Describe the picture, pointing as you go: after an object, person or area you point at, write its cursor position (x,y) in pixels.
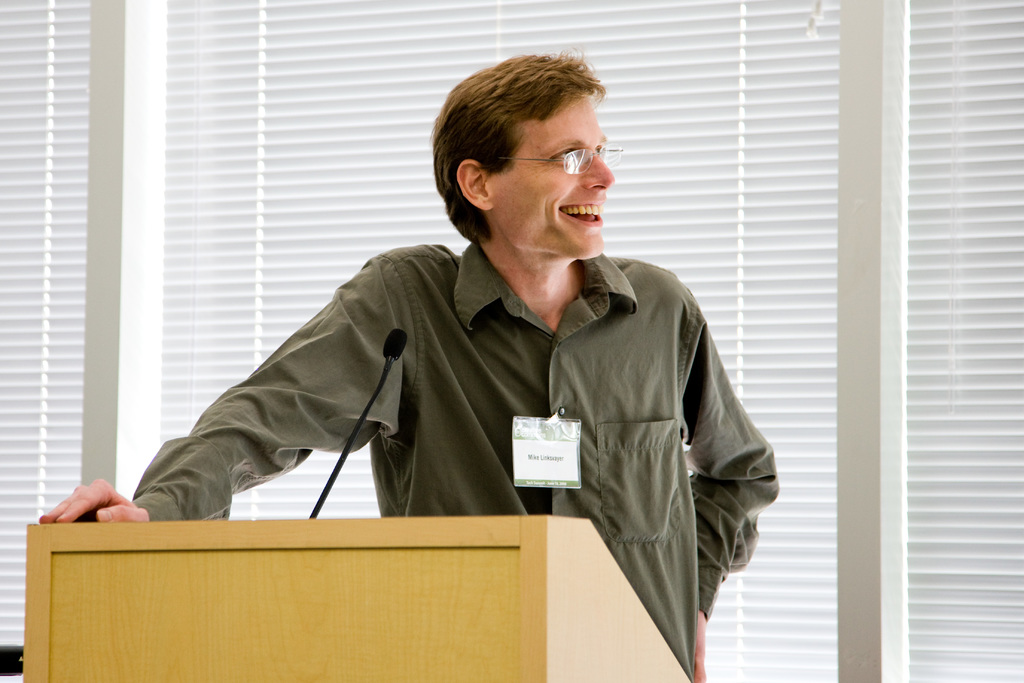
In the image in the center (590,365) we see one person (590,365) standing and smiling, which we can see on his face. In front of him, there is a wooden stand (466,565) and microphone (378,391). In the background (436,92) we can see window blinds (607,64).
